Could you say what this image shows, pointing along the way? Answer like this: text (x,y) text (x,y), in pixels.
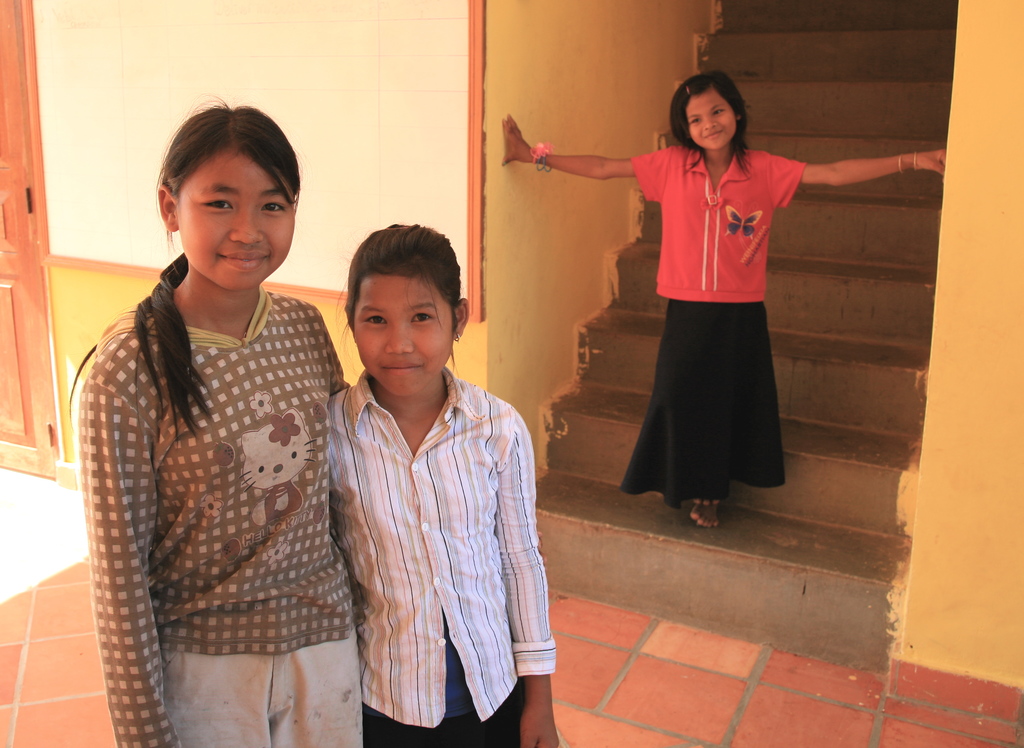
In this image we can see kids (394,456). There are staircase (897,47). To the left side of the image (108,101) there is wall (166,66). At the bottom of the image (742,708) there is floor (55,662).
